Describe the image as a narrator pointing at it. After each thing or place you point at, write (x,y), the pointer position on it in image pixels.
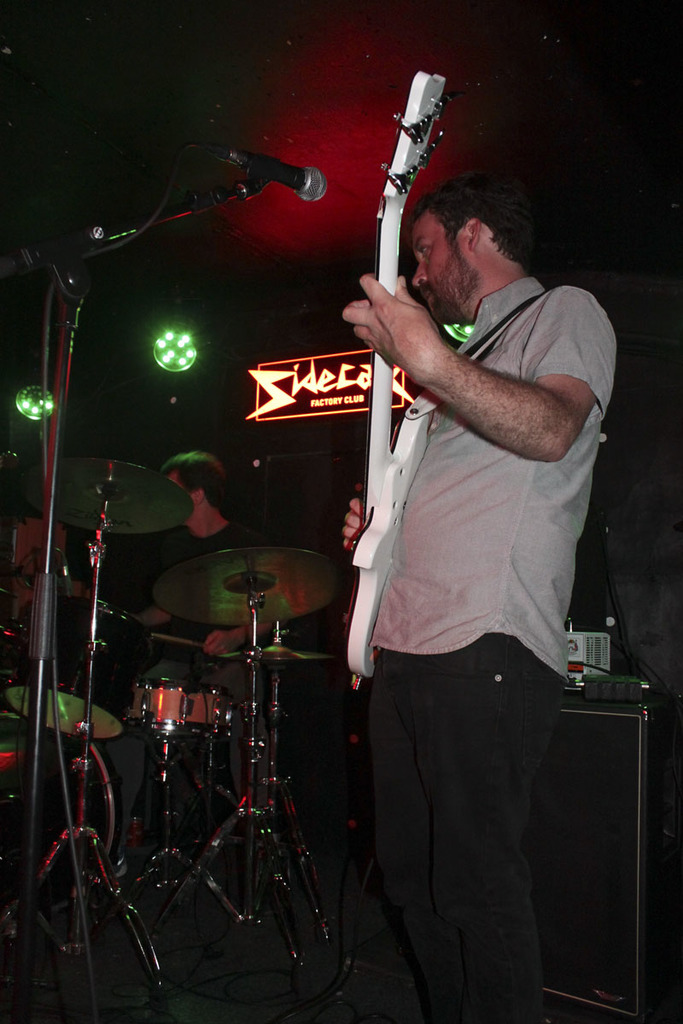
A person (460,494) is standing and holding a guitar (384,507) and playing it. There is a mic stand (243,187) in front of him. There is a drums (7,645) and cymbal (210,579) and a person (181,534) is sitting over there and playing it. There is a green color light (178,349) in the background (178,359).
